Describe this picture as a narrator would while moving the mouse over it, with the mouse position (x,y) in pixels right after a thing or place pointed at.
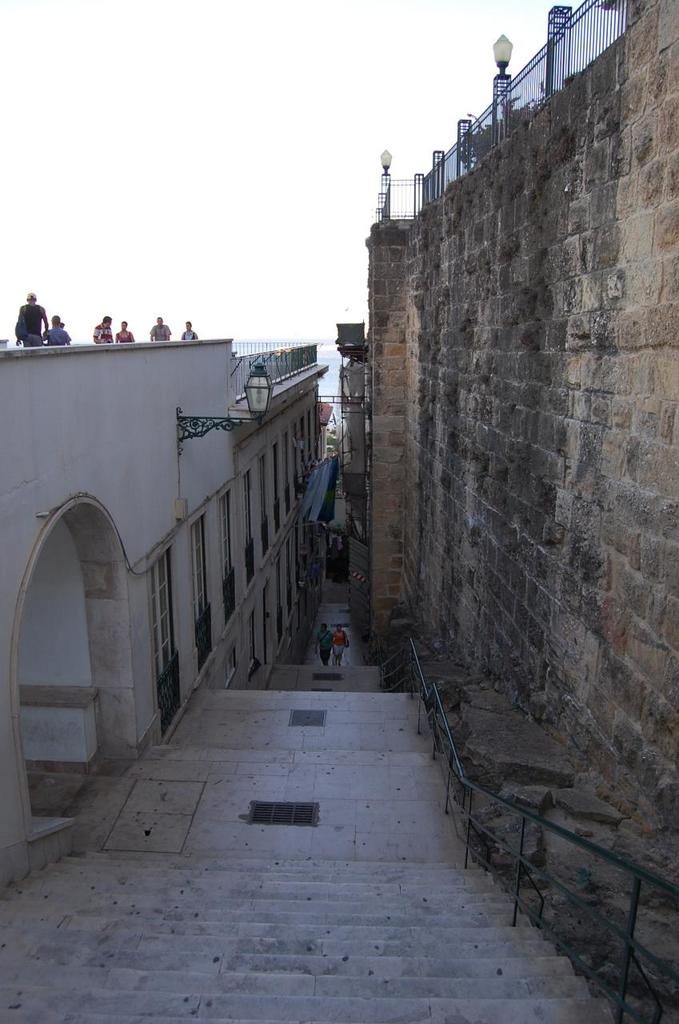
This image consists of steps (243,798). To the right (507,575), there is a wall (519,655). To the left (99,490), there is a building (85,500) on which there are persons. At the top (151,69), there is a sky (140,65).
